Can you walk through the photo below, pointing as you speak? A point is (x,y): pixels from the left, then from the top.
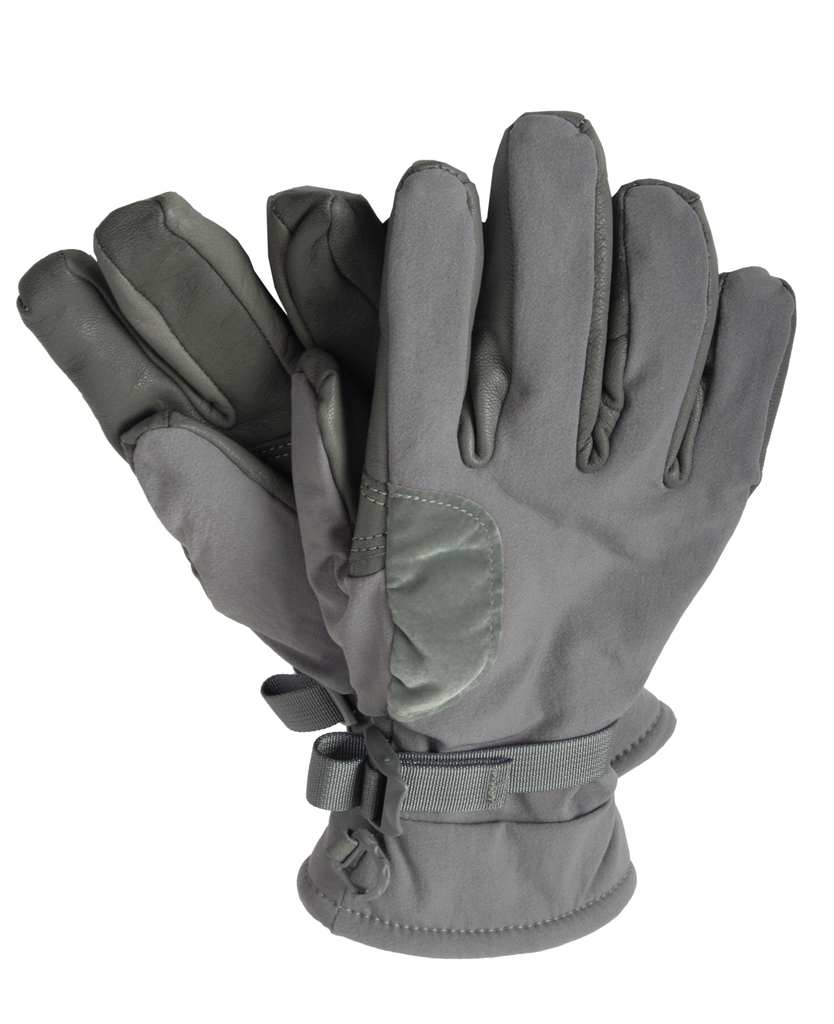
In the picture we can see a gloves (623,541) which are gray in color and placed on another.
